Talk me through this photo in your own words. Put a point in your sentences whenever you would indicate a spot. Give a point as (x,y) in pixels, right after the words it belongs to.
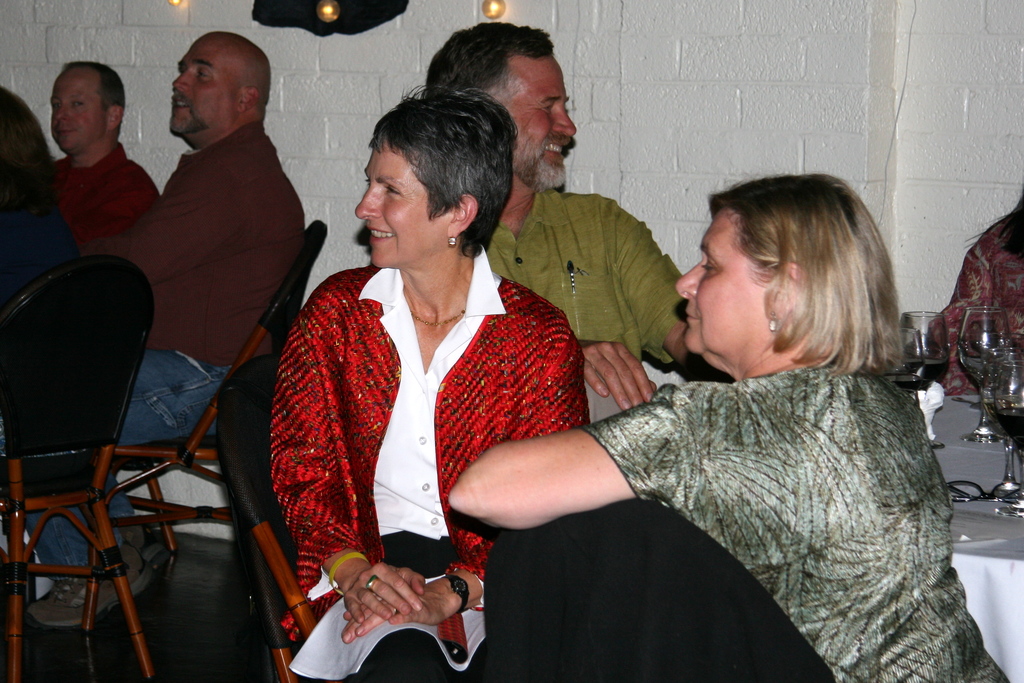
In this image we can see some persons (233,179) sitting on the chairs (104,518) which are present on the floor (227,627). On the right (954,428) we can see the table (1000,478) and on the table (995,485) there is a white color cloth (984,548), and glasses (998,370) and tissues (934,409). In the background (710,123) we can see the wall (768,59), and also lights (327,8).
